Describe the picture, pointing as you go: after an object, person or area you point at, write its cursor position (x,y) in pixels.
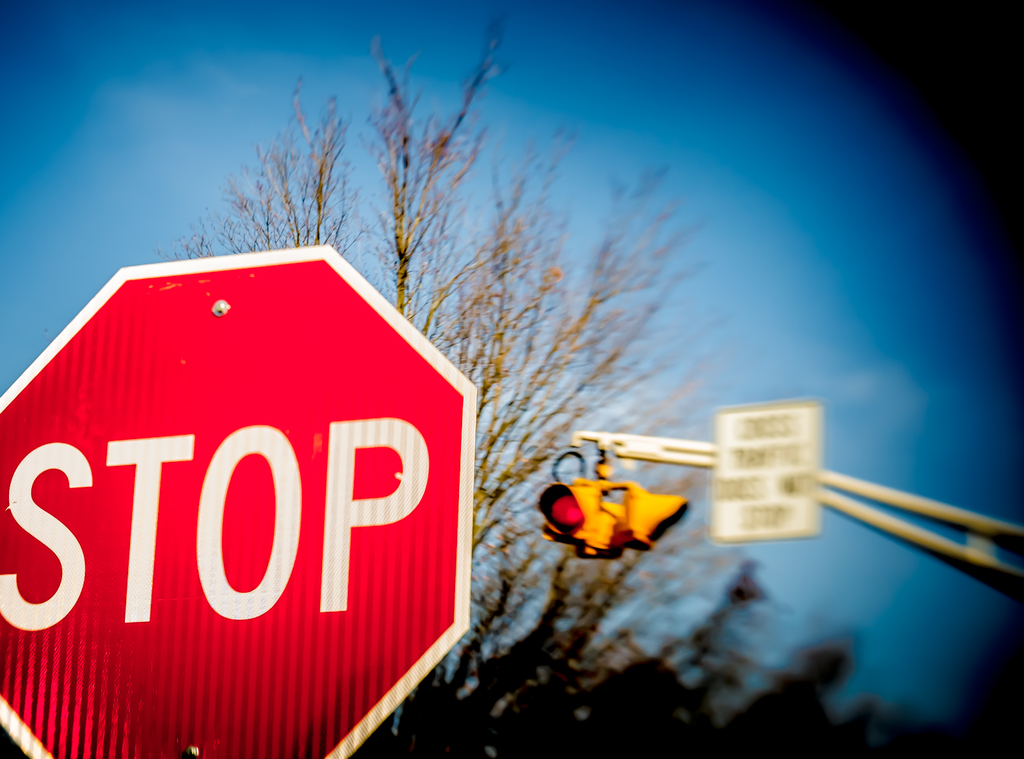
This is a zoomed in picture. On the left corner (129,320) there is a red color board (260,500) on which we can see the text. On the right (696,455) we can see the metal rods (623,456) and a traffic light (631,512). In the background (766,208) there is a sky (754,218) and a tree (551,709).
